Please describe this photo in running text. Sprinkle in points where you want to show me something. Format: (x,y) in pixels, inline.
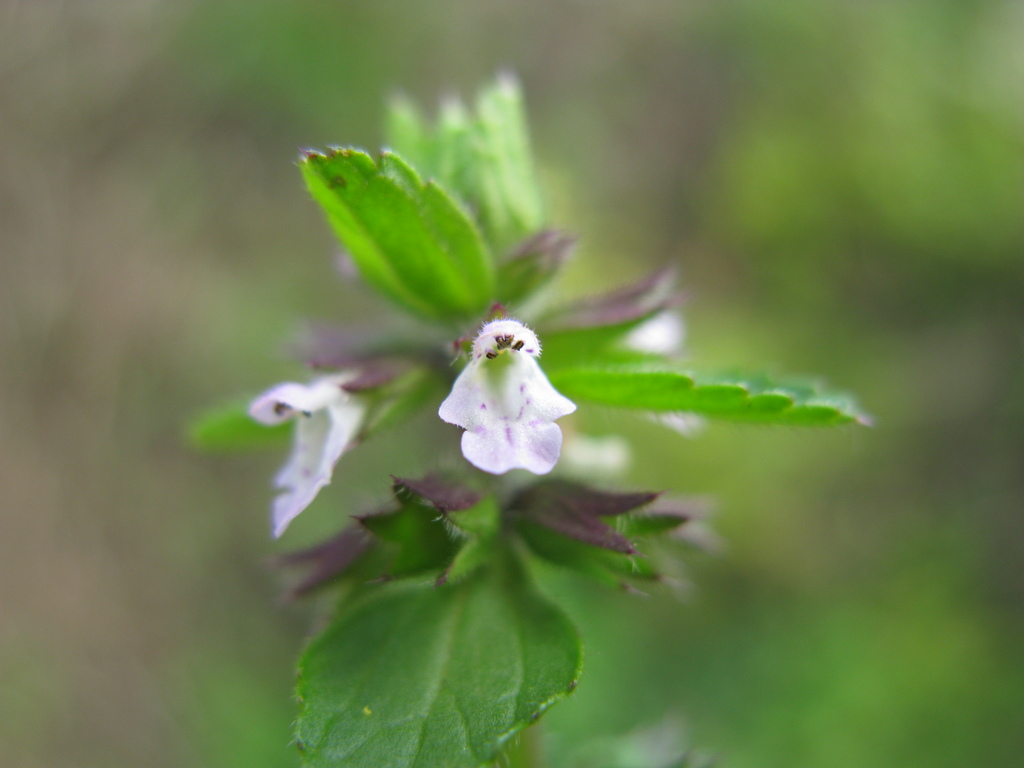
In the foreground of the picture (445,323) there are leaves (653,392) and flowers (327,459). The background (115,763) is blurred.
